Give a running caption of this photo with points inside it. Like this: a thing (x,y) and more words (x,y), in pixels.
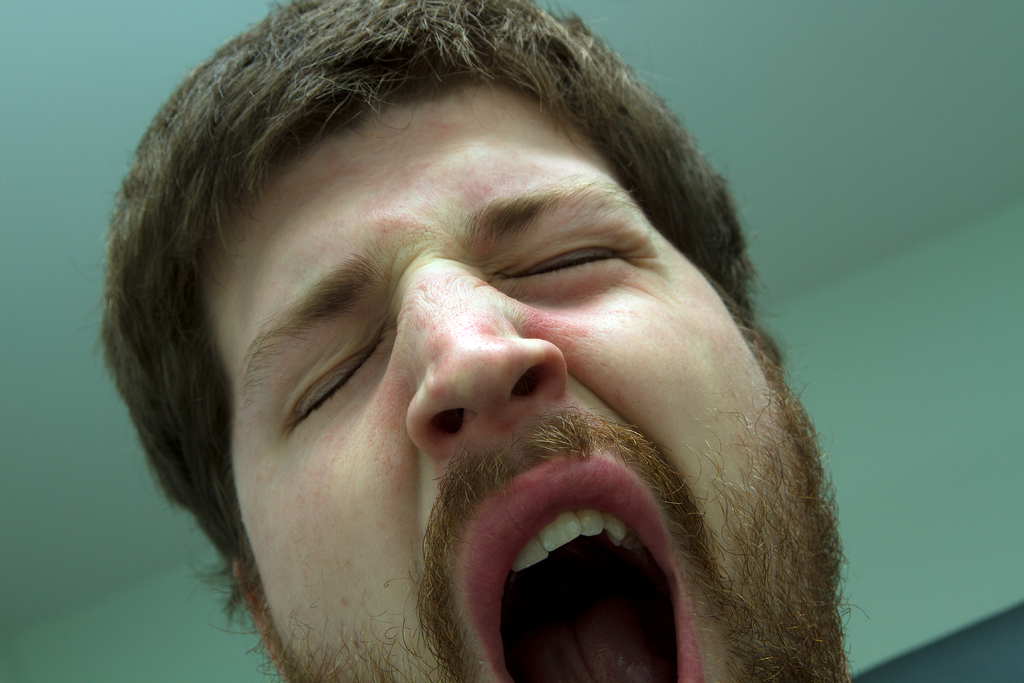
In this picture I can see a man (585,474) yawning face (593,489). i can see a wall (856,152) in the background (851,151).
